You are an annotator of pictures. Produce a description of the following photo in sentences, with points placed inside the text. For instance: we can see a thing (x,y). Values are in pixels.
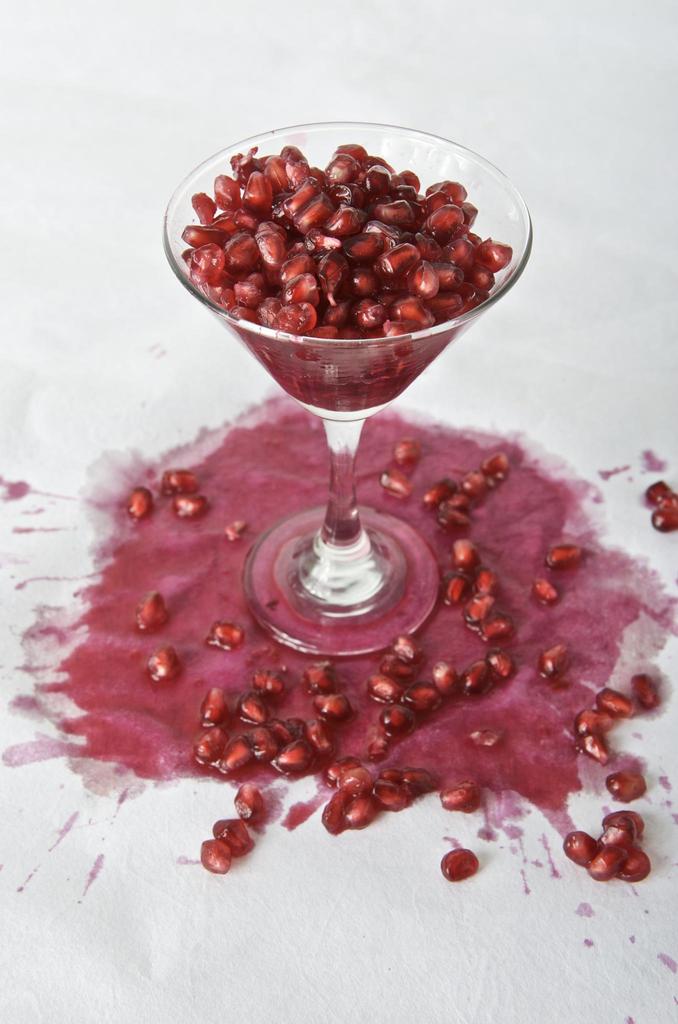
In this image there is a glass (329,360) in which there are pomegranate seeds (349,244). At the bottom (246,693) there are some pomegranate seeds (397,727) and juice (176,608) of it.
